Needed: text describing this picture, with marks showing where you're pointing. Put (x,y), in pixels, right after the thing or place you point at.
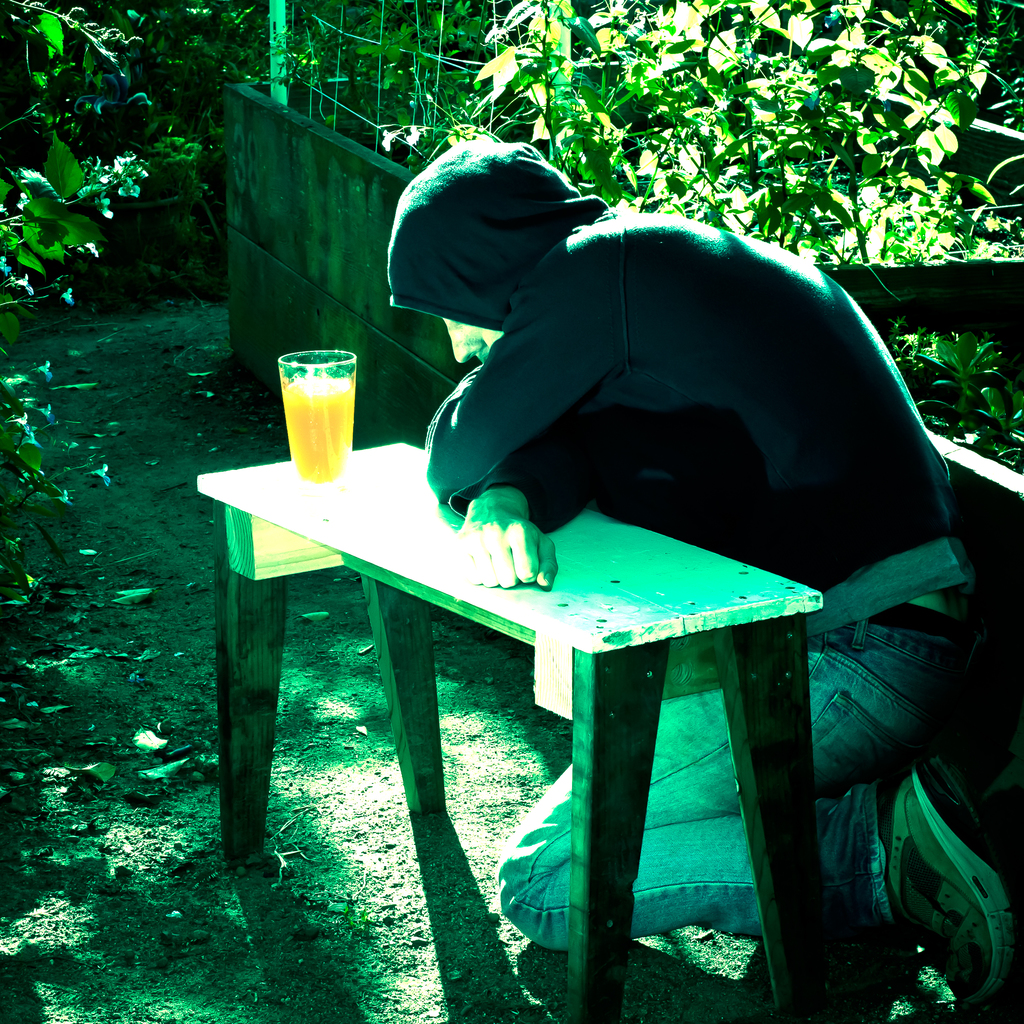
In this image there is a person (474,480) near the table (637,739) and a glass (336,472) in the table (647,653) and the background there are some plants (925,209).
